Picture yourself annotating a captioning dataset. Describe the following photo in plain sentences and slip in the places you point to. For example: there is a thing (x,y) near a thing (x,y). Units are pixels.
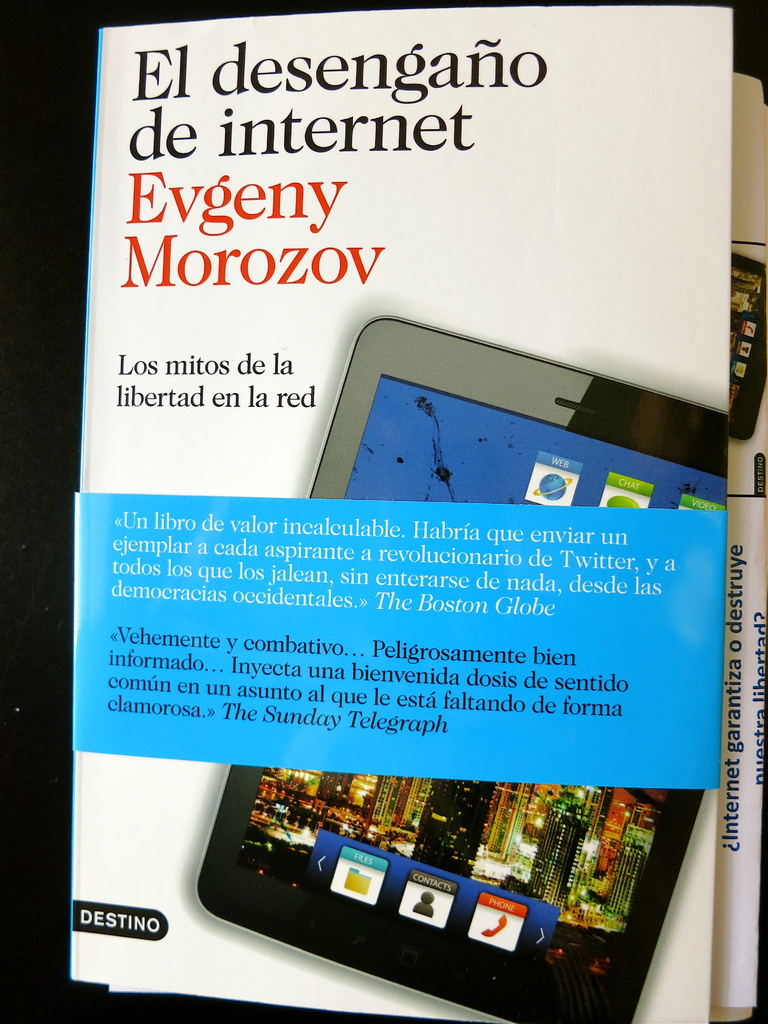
In this image we can see two books (352,502) with some text (353,655) and images (450,406), also we can see the background (39,170) is dark.
